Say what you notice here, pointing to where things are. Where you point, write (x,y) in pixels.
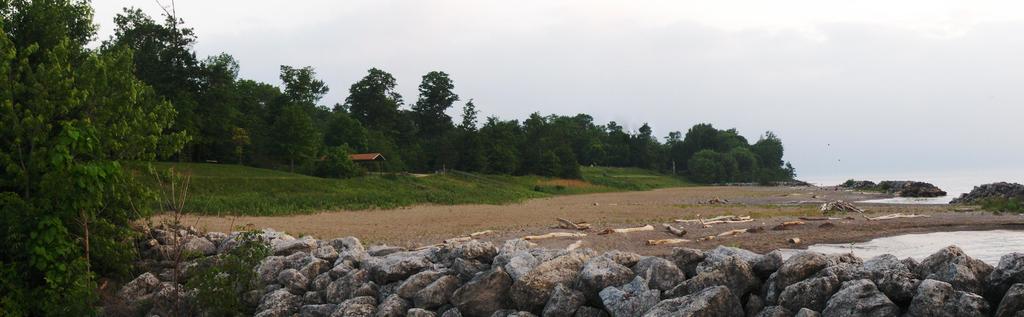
In this image there are trees (88,91). On the right (915,239) there is water (897,248). At the bottom (383,299) we can see stones (452,268). In the background (609,45) there is sky (662,20). We can see a shed (379,166).
